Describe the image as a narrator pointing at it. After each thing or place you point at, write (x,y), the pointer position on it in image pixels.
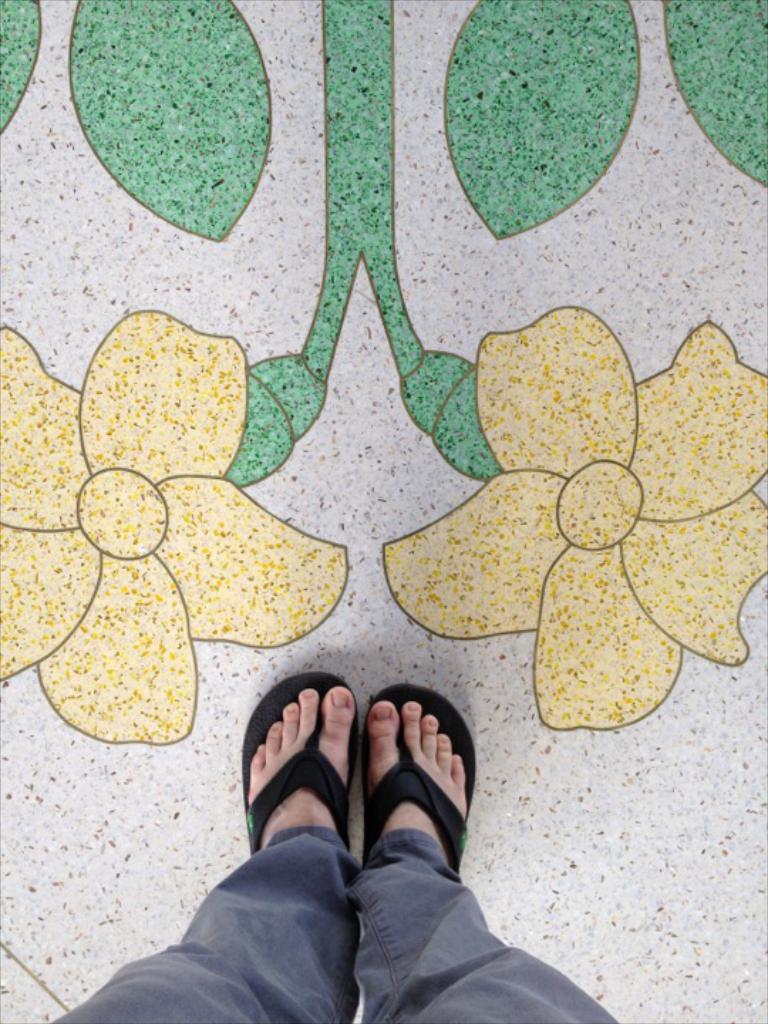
In this picture we can observe two legs (305,871) of a human (292,809) wearing black color slippers (286,779) and a pant (279,955). We can observe two yellow color flowers (491,521) painted on the floor (279,618). We can observe green color stem (333,155) and leaves (457,129) on the floor (347,172).
